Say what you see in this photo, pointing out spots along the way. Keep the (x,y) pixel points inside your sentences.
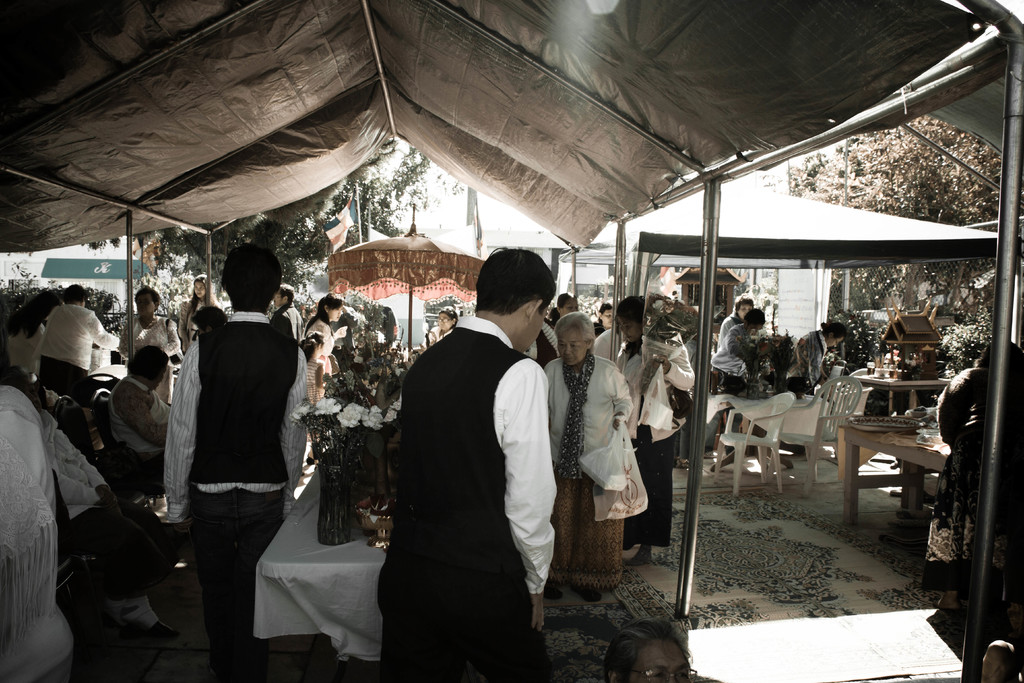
In this picture there are group of people (554,323) standing under the tent (358,7) and there are some people (38,575) sitting and there are flower vases (362,353) and objects (903,346) on the tables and there are tables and chairs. At the back (979,330) there are trees (870,191). At the bottom (764,618) there is a mat (810,546) on the floor (880,525).
